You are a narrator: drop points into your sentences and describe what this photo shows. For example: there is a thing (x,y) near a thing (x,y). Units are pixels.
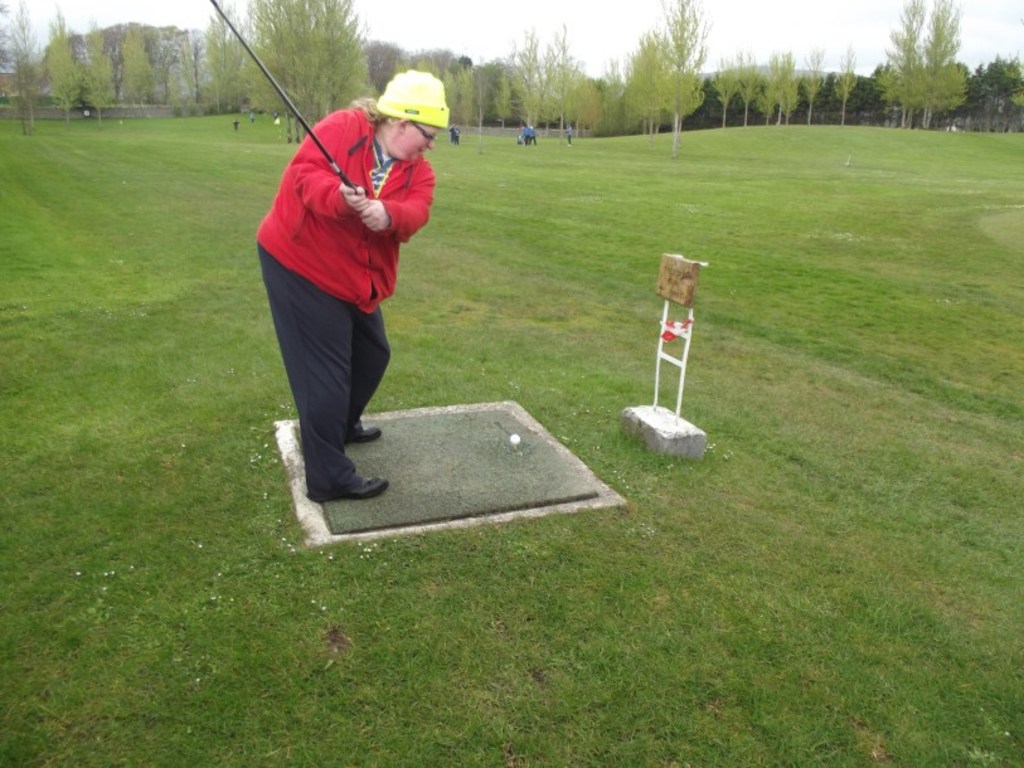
In the center of the image (385,295) a lady (362,231) is standing and holding a stick (317,139) in her hand (350,188). In the background of the image (515,78) we can see trees (571,117) and some persons (525,133) are there. At the bottom of the image (809,589) grass (838,570) is present. At the top of the image (781,30) sky (806,45) is there.
